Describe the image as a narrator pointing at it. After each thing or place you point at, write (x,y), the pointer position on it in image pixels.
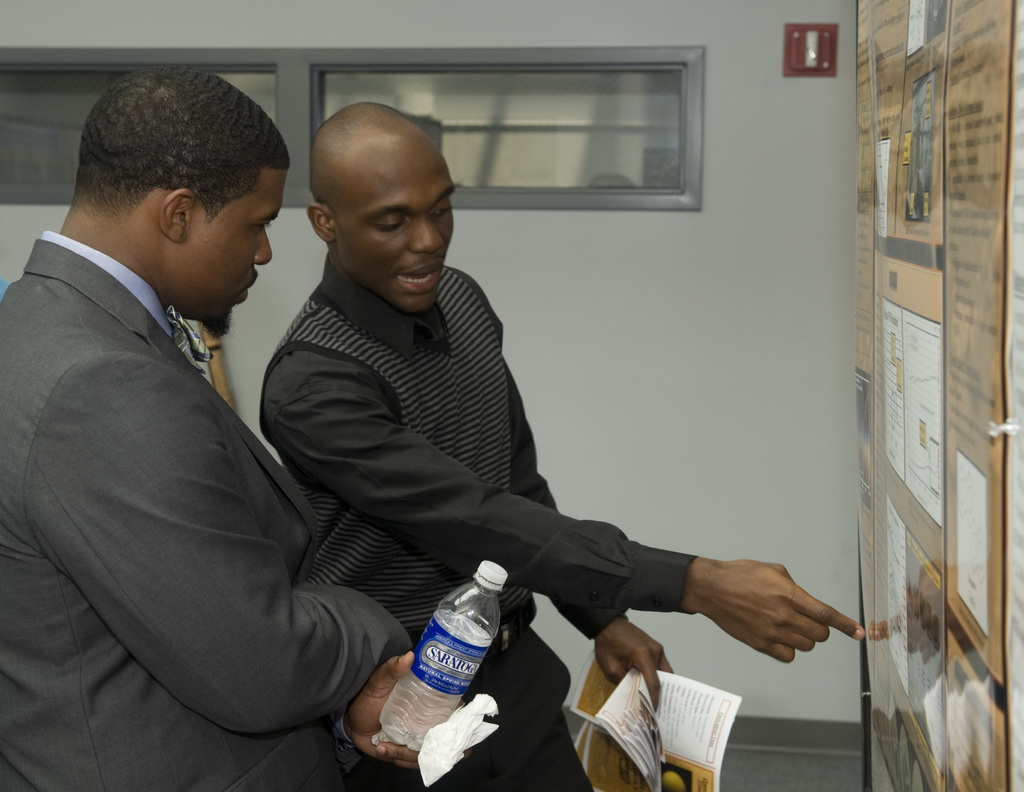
In this picture there are two men (403,367) who are standing and holding a bottle (423,699), book (605,746) in their hands (755,608). There are many pictures (928,459).
